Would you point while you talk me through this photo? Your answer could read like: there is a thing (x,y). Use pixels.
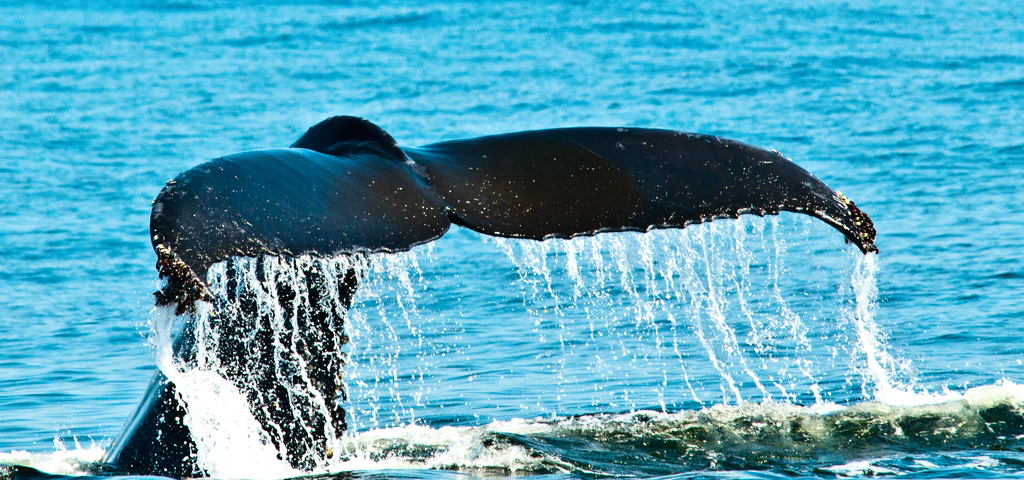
In this image we can see a whale (185,466) in the water (228,411).
